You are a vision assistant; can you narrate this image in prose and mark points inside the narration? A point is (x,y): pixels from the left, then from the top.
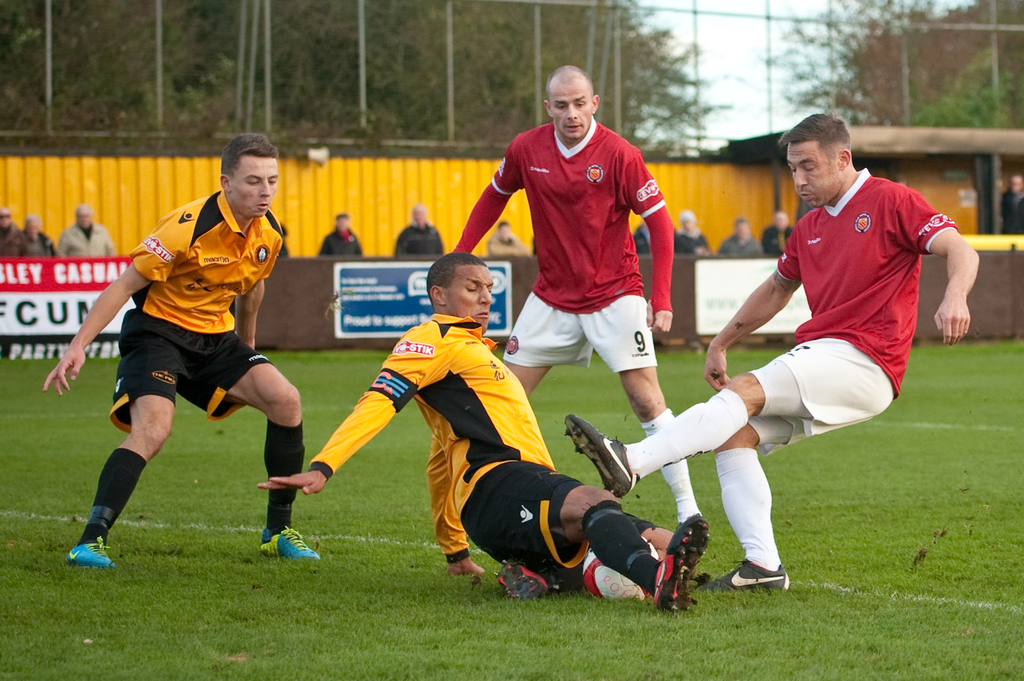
we can see in the picture that there are players (542,441) playing. These both are in one team (269,397) the red ones (622,284) are in the other team (623,309). This is a grass (784,498) and a ball (604,568). There are many audience (427,234) standing out of a ground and cheering these players (629,331). This is a tree (469,48) and sky (729,17).
